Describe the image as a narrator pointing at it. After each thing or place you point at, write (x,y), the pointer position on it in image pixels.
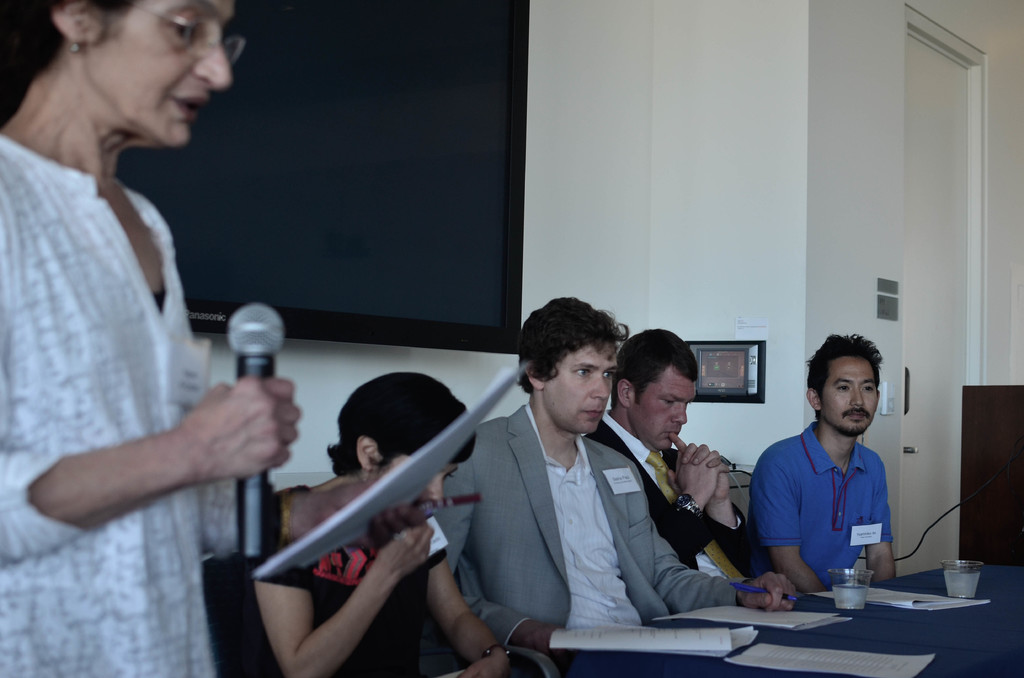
In the image we can see there are people (689,466) who are sitting on chair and there is a woman (109,444) who is standing and holding mic (253,512) in her hand (256,423).
